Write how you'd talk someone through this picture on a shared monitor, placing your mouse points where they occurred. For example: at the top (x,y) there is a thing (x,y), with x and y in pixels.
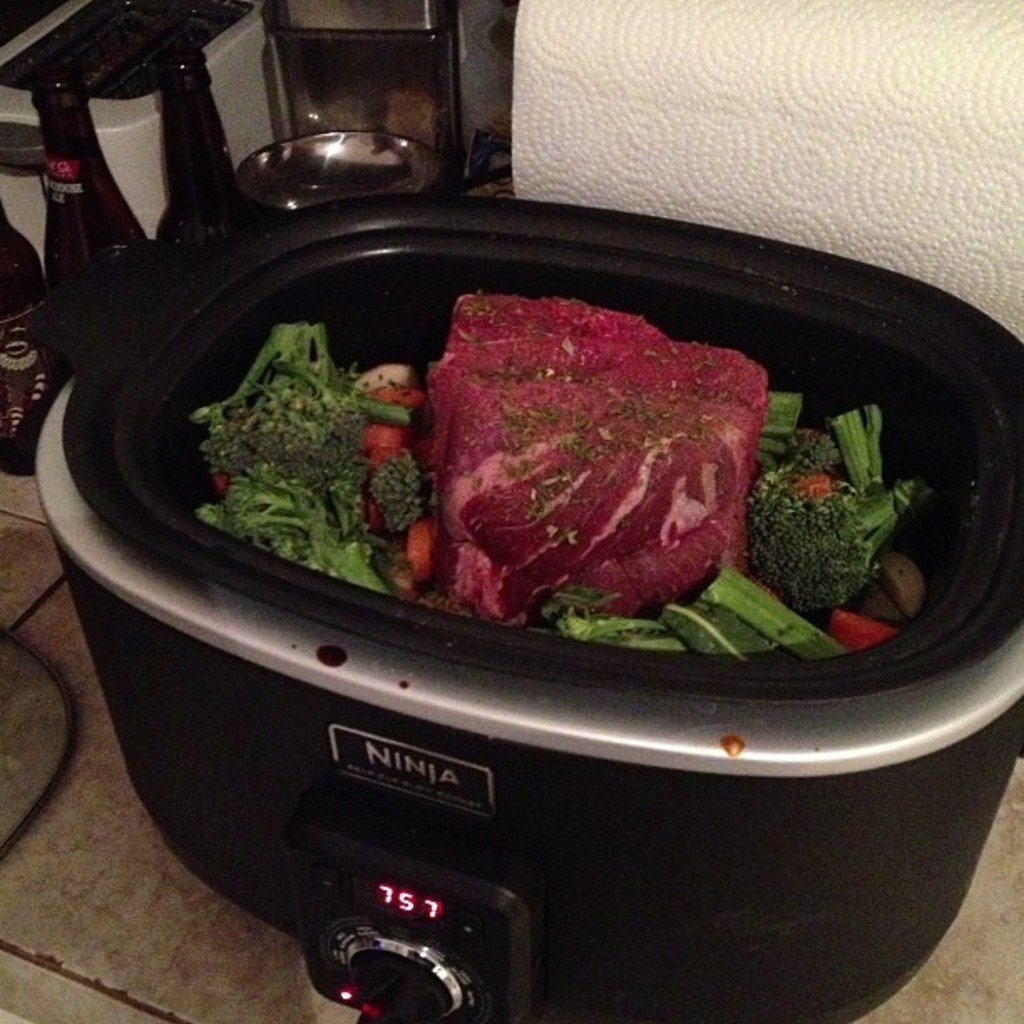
In this picture we can see food items (484,597) in a bowl (489,242), bottle (3,289), wire (44,792) and in the background (529,87) we can see some objects (457,95).
